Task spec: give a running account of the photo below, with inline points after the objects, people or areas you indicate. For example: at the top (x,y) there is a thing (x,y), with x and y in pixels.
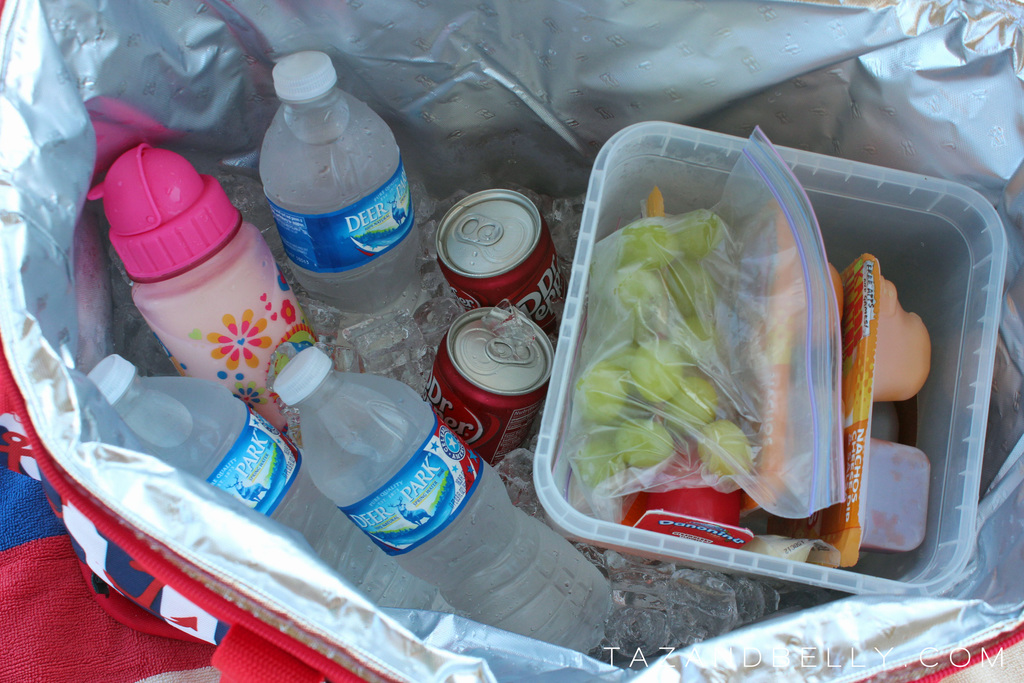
This is a basket (794,85). inside it there is bottles (346,416), tin cans (507,286), ice cubes (377,336), fruits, some food (860,285) inside the box (588,529).
